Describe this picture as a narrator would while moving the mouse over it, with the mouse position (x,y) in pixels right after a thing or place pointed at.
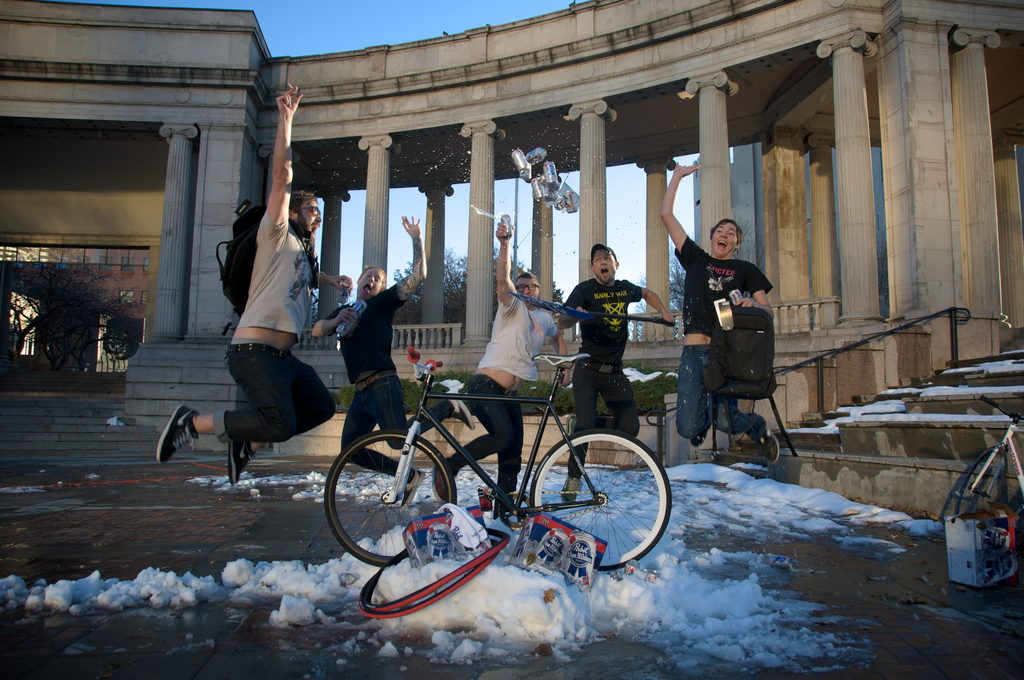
This image is clicked outside. There is a building (70,190) in the middle (674,353). There is a bicycle (514,521), five people (696,366) are jumping near that bicycle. There are beer cans (555,183) in the air (575,175) which are thrown by them. There is ice (524,631) in the bottom (663,602). There are trees (56,306) on the left side (47,290) and middle.
